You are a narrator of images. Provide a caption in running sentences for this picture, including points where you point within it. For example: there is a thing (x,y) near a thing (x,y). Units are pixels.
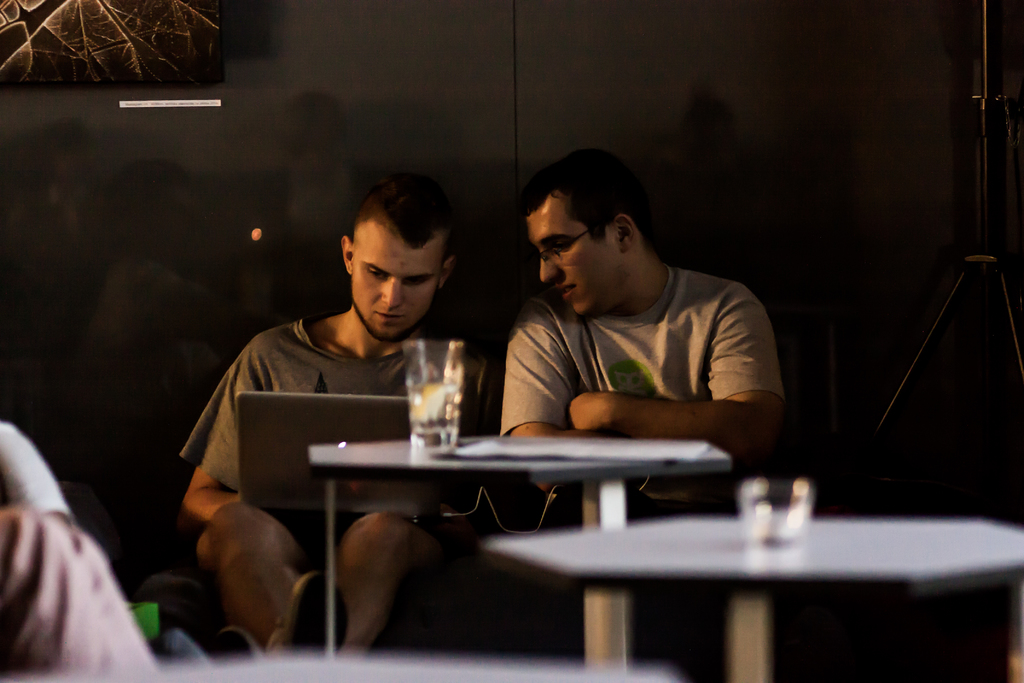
In this picture there are two man (536,317) talking to each other, the second man (283,382) is holding a laptop (321,412) on his lap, there are two tables (730,552) in front of them and there are two glasses (772,517) upon the table (712,560), in the background (251,270) there is a wall (278,196) and also a poster (79,75) on the wall (915,109), to the right side (979,98) there is a stand (965,259).
